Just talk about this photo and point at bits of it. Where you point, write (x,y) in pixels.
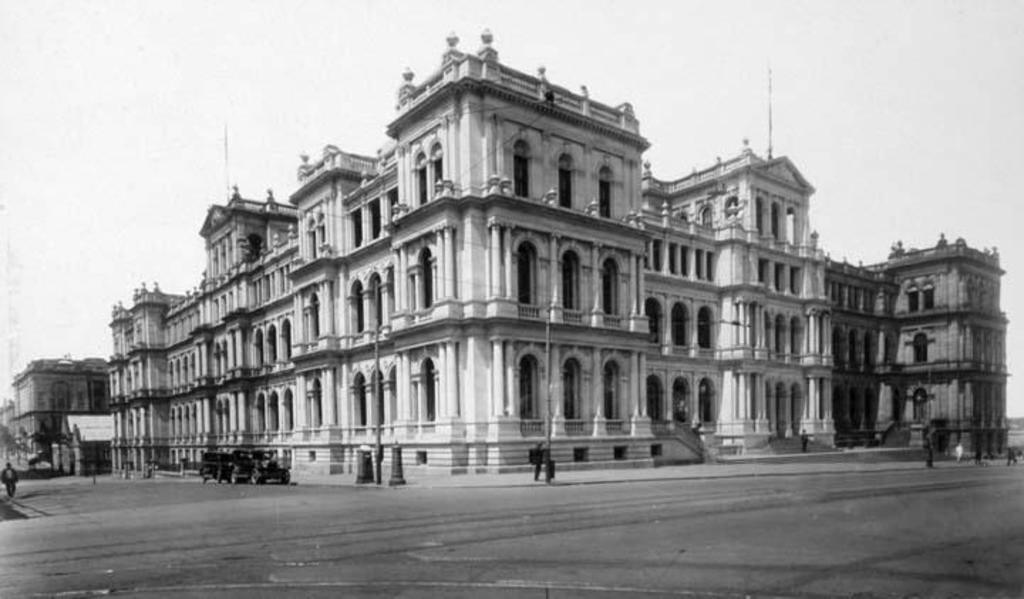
This is a black and white image. There are poles (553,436), vehicles (206,478) and a person (7,477) is present at the left (3,472). There are buildings (551,357) at the back (524,302).
